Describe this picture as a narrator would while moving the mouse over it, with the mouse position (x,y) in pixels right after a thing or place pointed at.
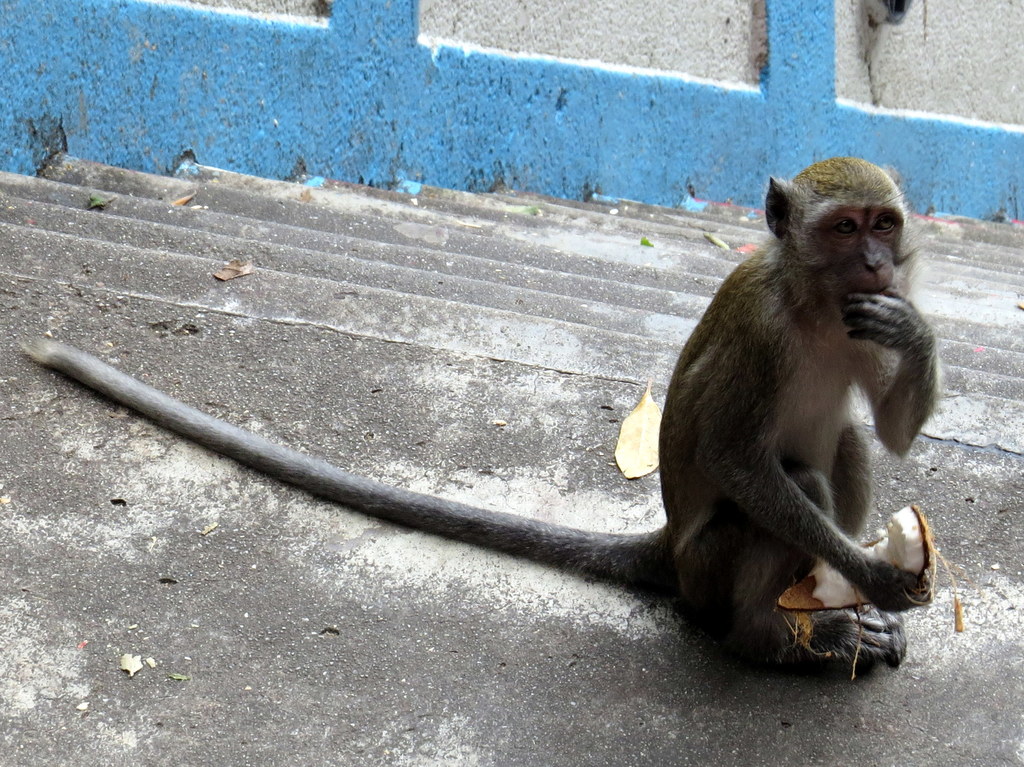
In the image we can see there is a monkey (752,461) sitting on the floor (621,633) and he is holding coconut (887,537) in his hand (891,568). Behind there are stairs (652,229) and there is wall (629,134). The monkey (732,565) is having long tail (243,440).
